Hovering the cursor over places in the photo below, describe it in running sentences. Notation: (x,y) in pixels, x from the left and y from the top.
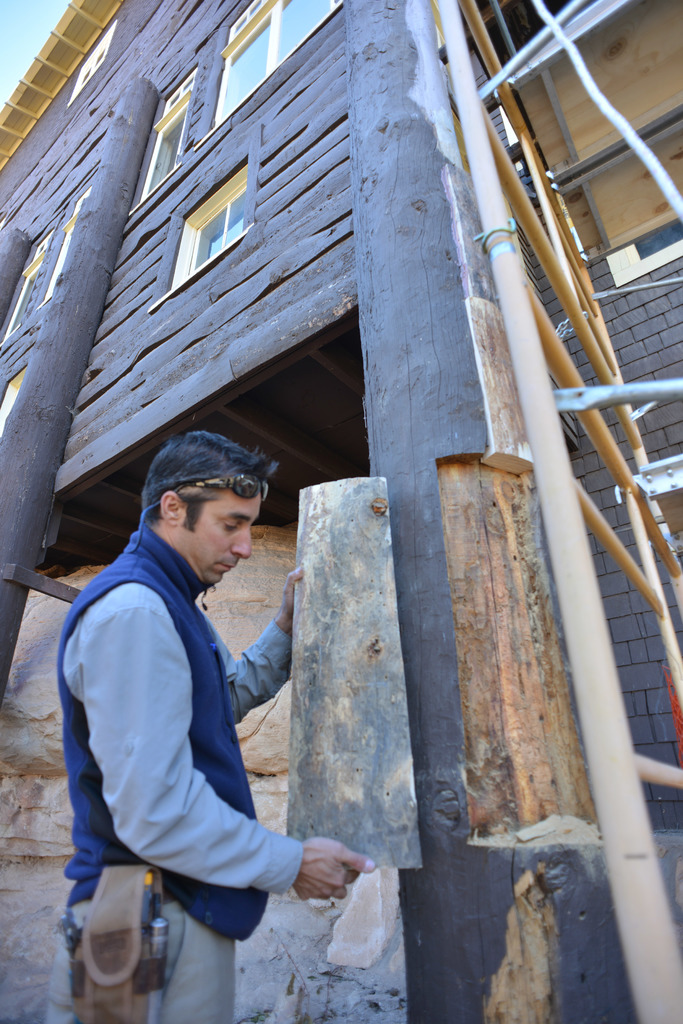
This is the man (169,815) standing and holding a wooden object (342,532). This looks like a wooden house (221,101) with windows (284,49). This looks like a ladder (597,396). These are the wooden pillars (375,447). I think this is the rock (24,760).
